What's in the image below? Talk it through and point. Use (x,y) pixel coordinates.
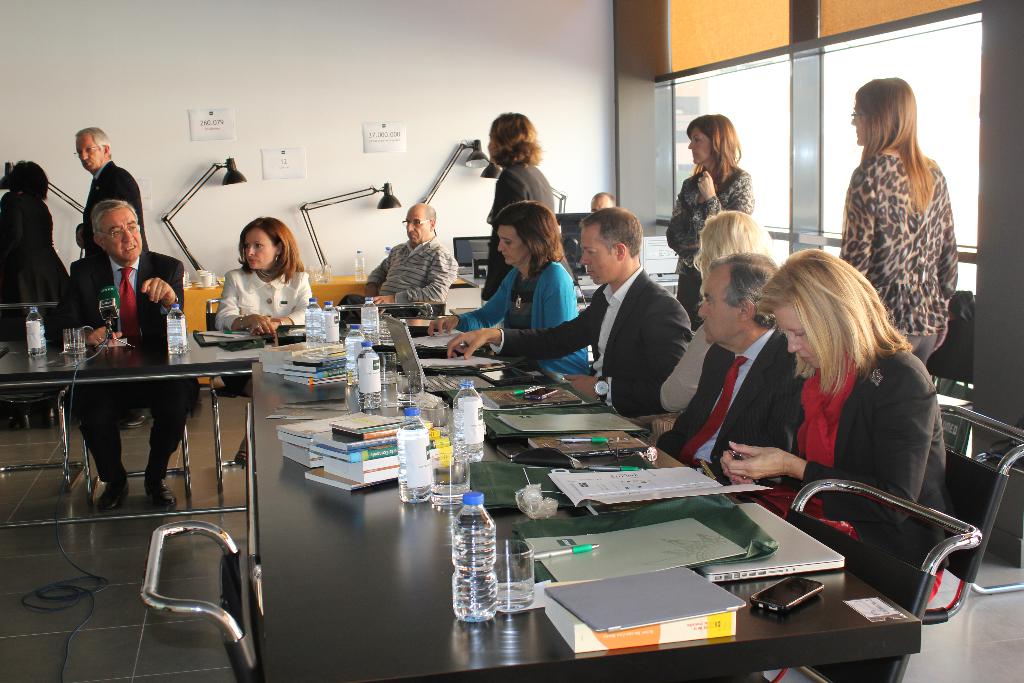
In a room (296,236) there are few people (290,268) and some of them are sitting around a table (308,571). On the table (404,505) there are books (330,445), bottles (486,545), files (697,532), laptops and other objects (102,298) and behind them there is a computer system (565,231) and in the background (205,165) there is a wall (182,158), in front of the wall (343,176) there are lamps (375,187) and on the right side (782,63) there are windows (782,63).
